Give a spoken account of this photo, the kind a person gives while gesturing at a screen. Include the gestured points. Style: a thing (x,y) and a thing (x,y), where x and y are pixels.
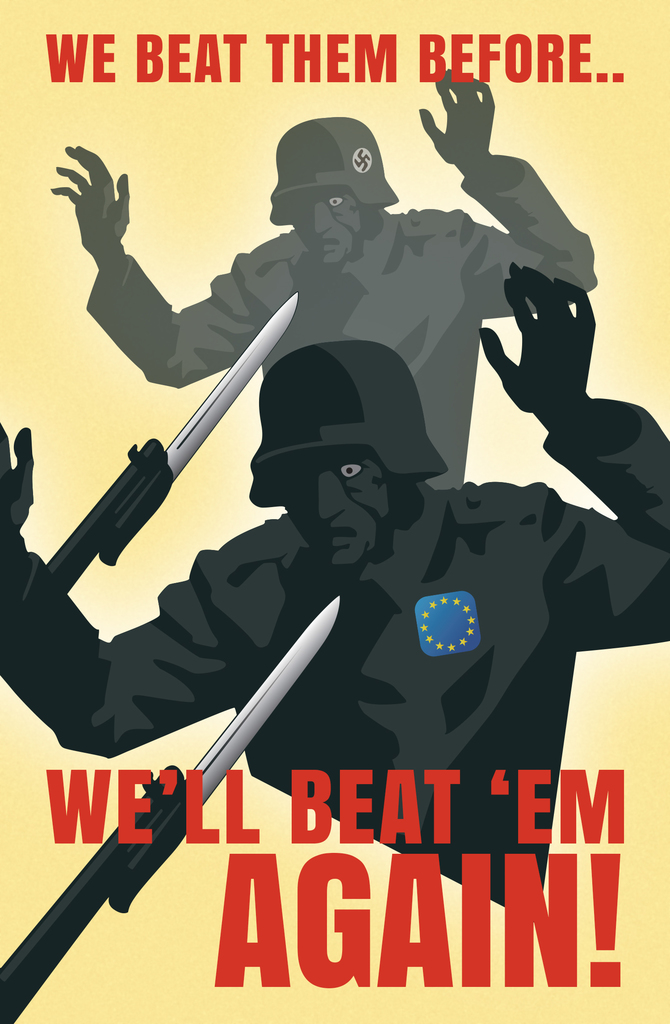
This is an animated image with some text (93,839) and in which we can see depiction of a person (443,566) and a knife (253,699).
